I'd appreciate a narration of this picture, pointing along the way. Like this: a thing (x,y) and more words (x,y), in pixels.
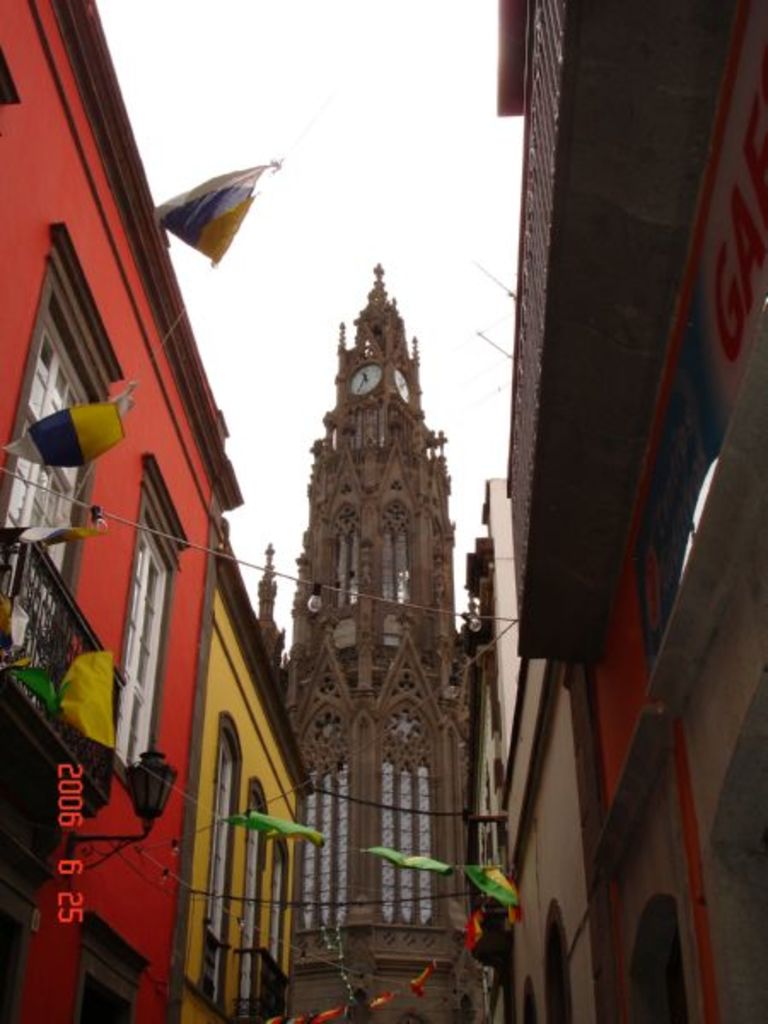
In the center of the image (421,556) there is a tower (376,631) and we can see buildings (665,855). There are flags (190,226). In the background (359,65) there is sky (357,118).
